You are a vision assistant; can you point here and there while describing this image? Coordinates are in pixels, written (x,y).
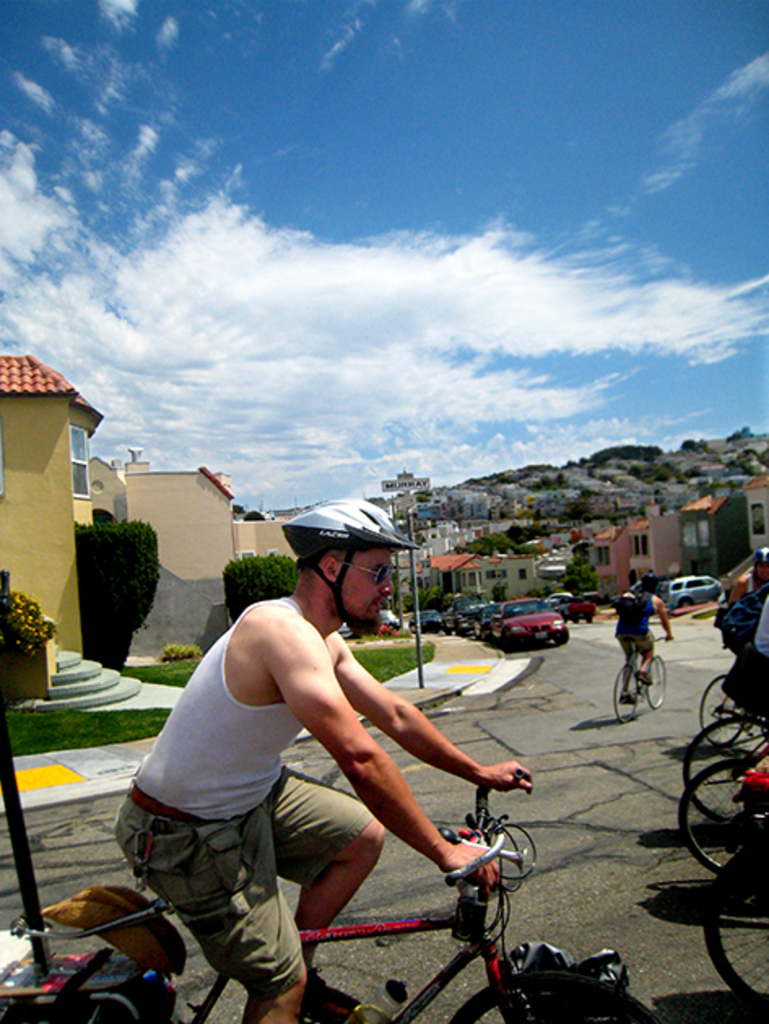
In this picture we can see a man (268,823) riding bicycle (351,1013) on road (512,818) and in background (22,510) we can see houses (134,489) with steps (102,681) and grass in front of that houses (160,523) and some cars (473,607) on the road (577,683) and on far we can see hill (657,468) and above the hill (484,489) we can see sky (306,214) with clouds (324,305) and here it is a pole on foot path (451,662). This man (324,631) wore helmet (383,532), goggles (375,572).
